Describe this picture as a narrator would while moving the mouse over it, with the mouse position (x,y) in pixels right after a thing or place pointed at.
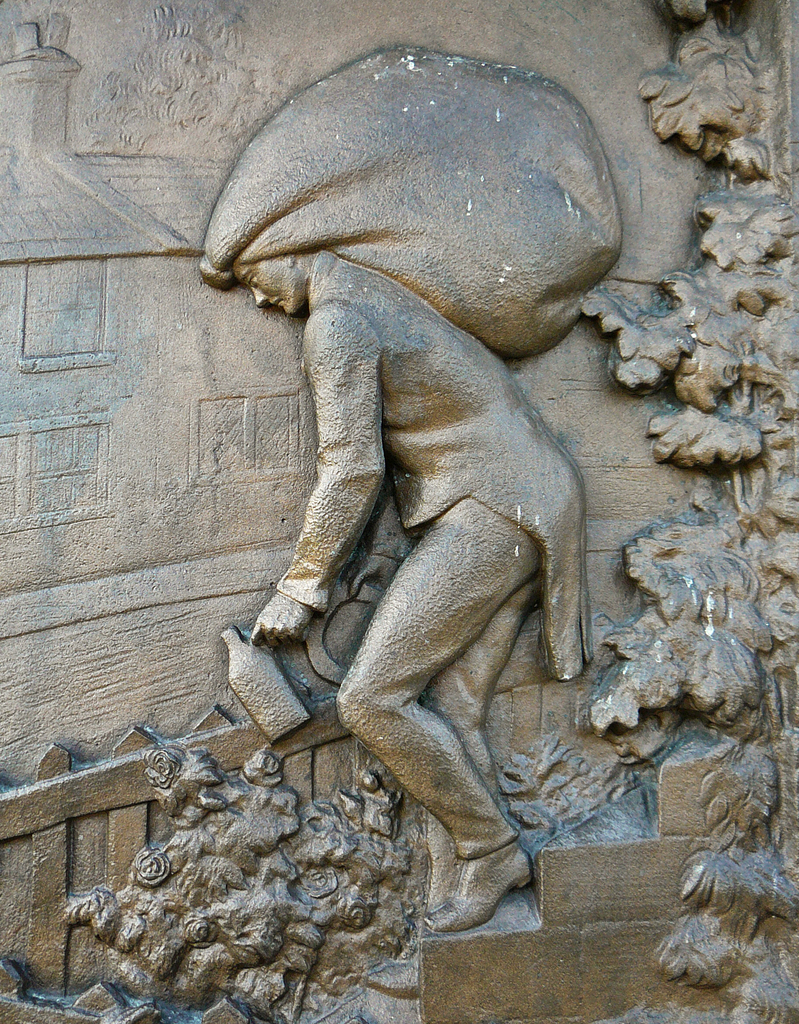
In the picture I can see a sculpture (434,531) of a person (418,395) holding an object (424,244) and there are some other objects (760,323) on the wall (670,242) beside it.
